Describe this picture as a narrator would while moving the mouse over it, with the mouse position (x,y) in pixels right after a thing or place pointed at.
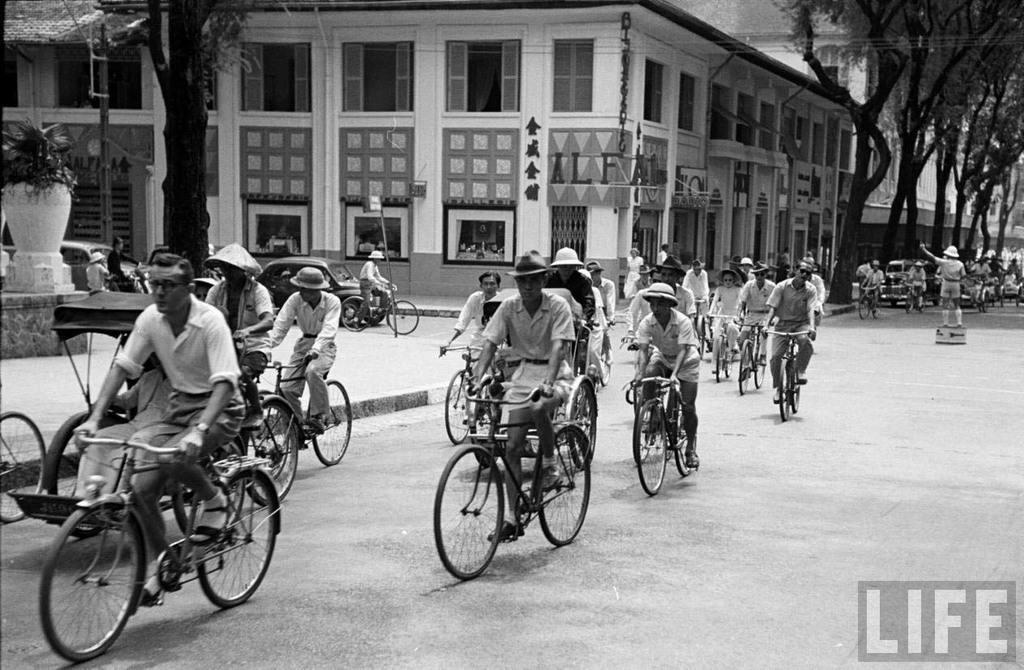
Here we can see a group of people (664,304) riding bicycles (241,465) and behind them we can see building (535,209), cars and trees (164,228) present.
